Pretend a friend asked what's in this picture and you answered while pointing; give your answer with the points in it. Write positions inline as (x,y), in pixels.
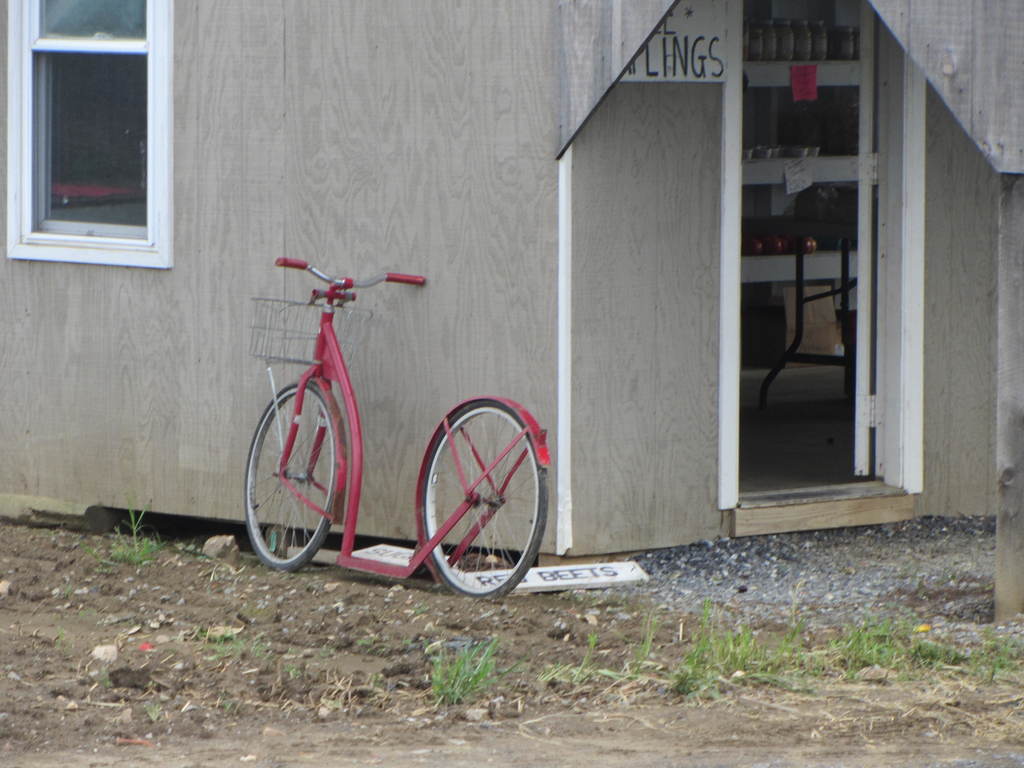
In this picture we can see some grass (840,662) and a few stones (475,647) are visible on the ground (259,582). There is a bicycle (457,558) visible on the ground (189,582). Some text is visible on the boards (689,32). We can see glass objects (62,208) and a window (132,259) on a house (998,326). There are bottles (843,56) and other objects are visible on the shelves (753,259). We can see a few boxes (763,338) and a table (819,358) in the house (632,94).
